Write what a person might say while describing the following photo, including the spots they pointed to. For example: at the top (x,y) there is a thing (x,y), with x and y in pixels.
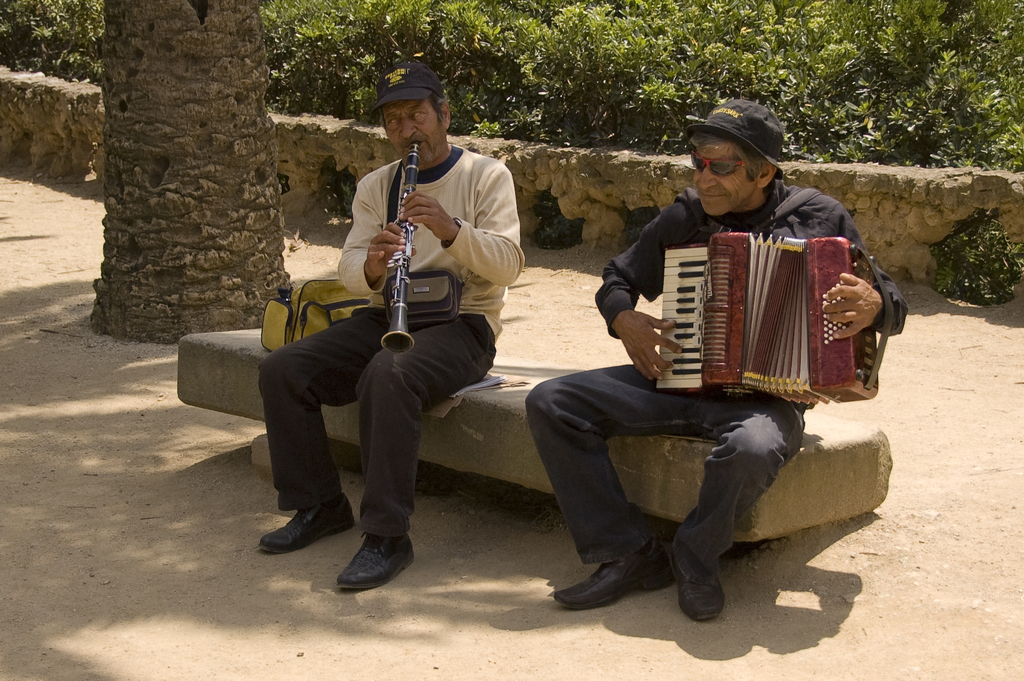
In this image in the center (451,264) there are two persons (434,258) who are sitting on a stone bench (501,390), and one person (432,355) is holding some musical instrument (402,317) and playing and the other person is also playing some musical instrument (761,289). And in the background (348,39) there are some trees (250,39). at the bottom (687,625) there is walkway (948,451).
